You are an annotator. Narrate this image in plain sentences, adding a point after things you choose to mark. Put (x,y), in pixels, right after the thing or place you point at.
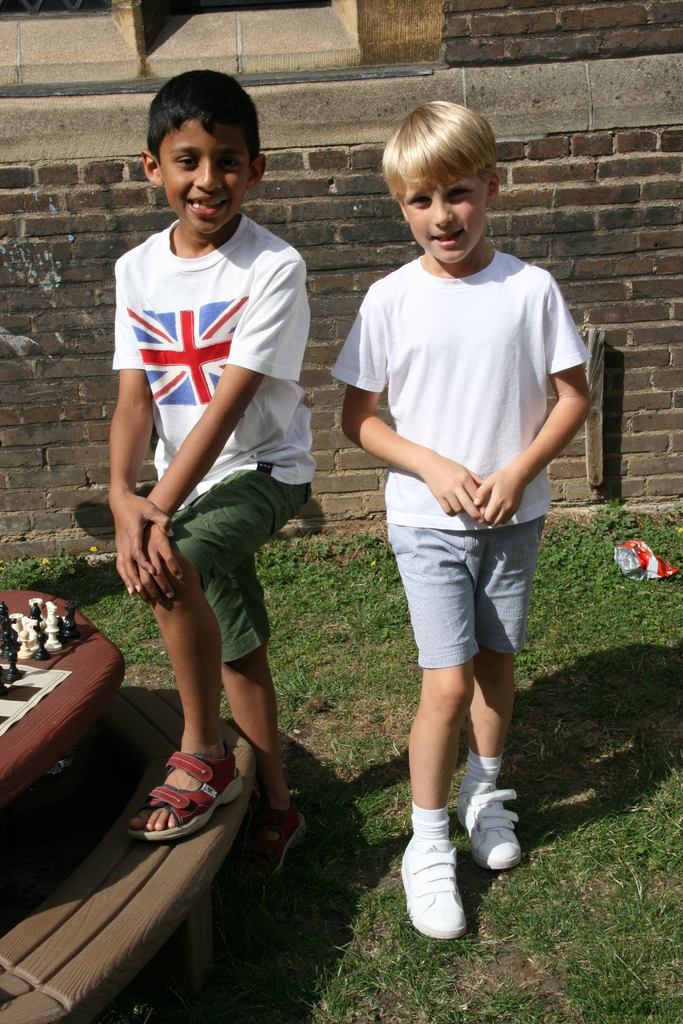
In the foreground (427,615) I can see two boys (264,686) on the ground (317,886) and a chess board (18,694). In the background (6,204) I can see a wall (344,102) of bricks (33,273) and a window (58,2). This image is taken on the ground (619,765).
